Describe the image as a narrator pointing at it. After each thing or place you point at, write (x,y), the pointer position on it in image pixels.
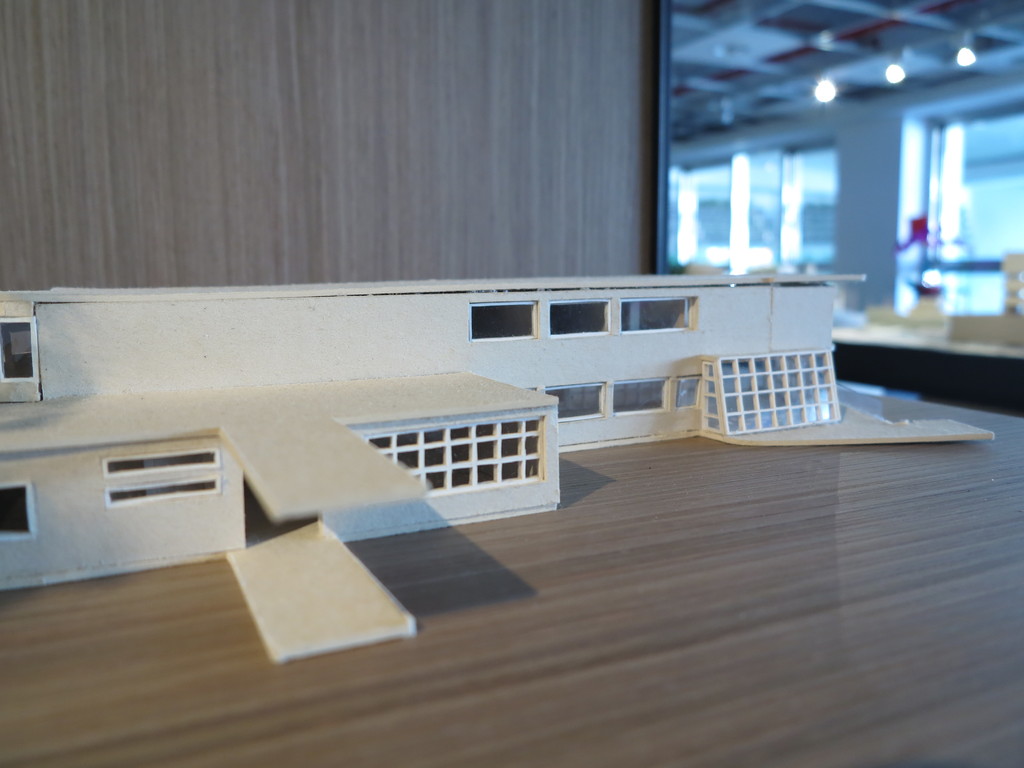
Here we can see design of a building (560,388) on the platform (614,634). In the background (678,239) we can see lights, wall (862,147), and glasses (975,287).
